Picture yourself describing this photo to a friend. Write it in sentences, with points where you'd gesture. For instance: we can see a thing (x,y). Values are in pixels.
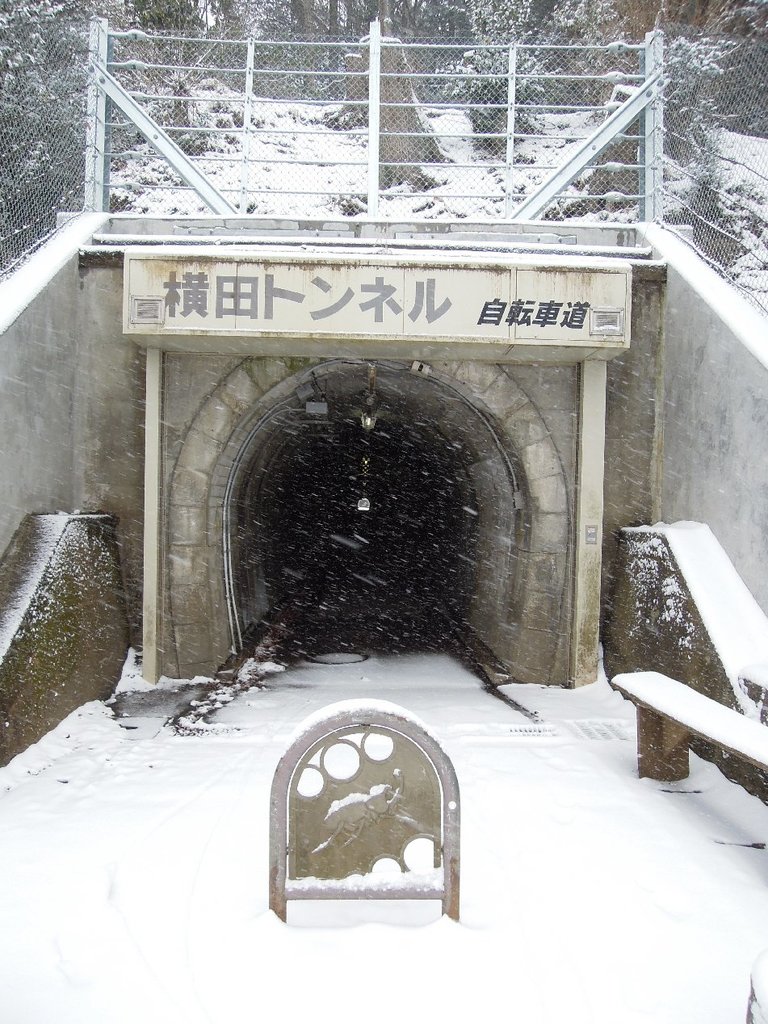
Here we can see a tunnel (267,435) and there is a name board (374,315) on it in Japanese language. In the background (89,136) we can see fence (350,150), poles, trees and snow (286,1004) is falling on the ground (138,691). At the bottom (718,723) we can see a bench (718,723) on the right side (727,756) and there is an object (338,785) on the ground (397,986).
